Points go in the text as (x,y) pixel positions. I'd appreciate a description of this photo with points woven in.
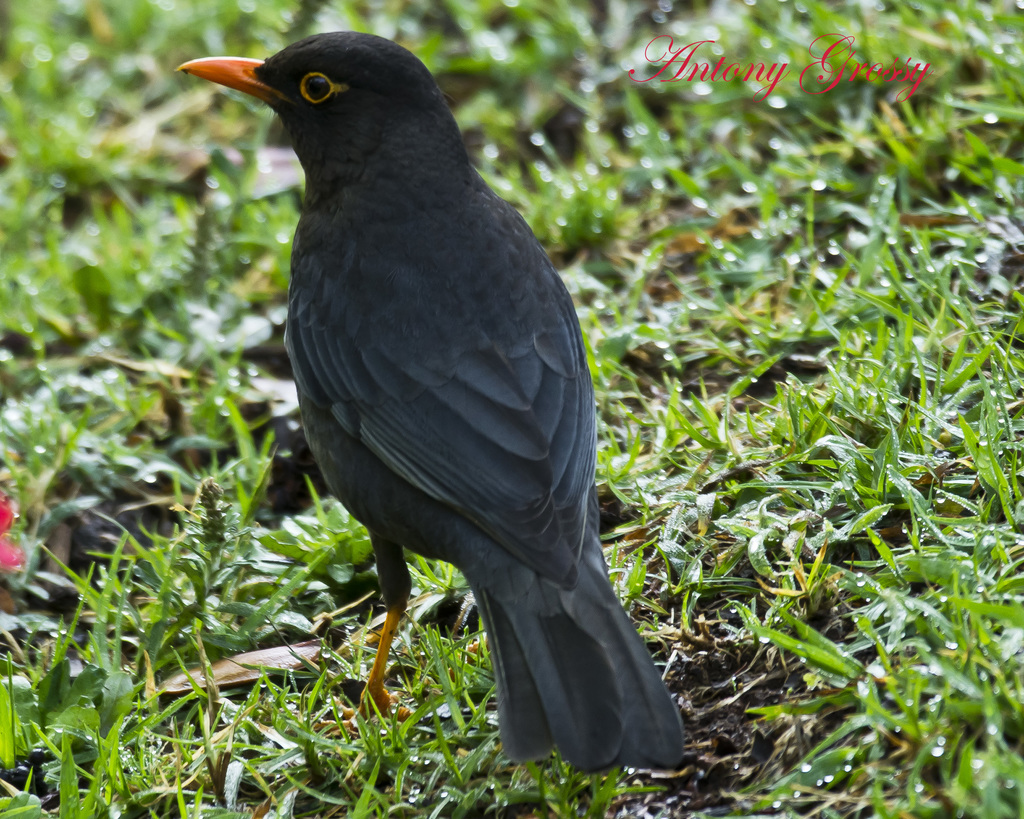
In this picture we can observe a black color bird (383,337) on the ground (177,61). The beak (243,75) of the bird (241,73) is in orange color. We can observe some grass (177,488) on the ground (684,319). There is a red color water mark (754,69) on the right side (794,79).
